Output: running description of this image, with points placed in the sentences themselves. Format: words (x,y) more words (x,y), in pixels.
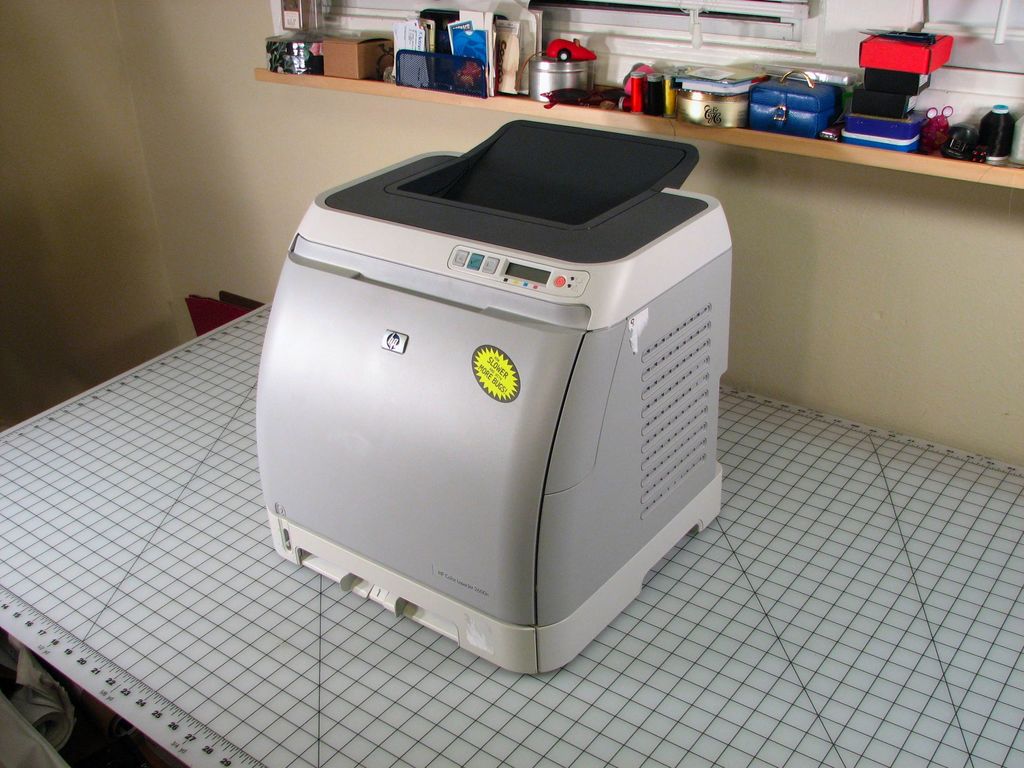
In the center of the image (470,511) we can see a device (477,295) placed on the table (785,629). In the foreground (95,692) we can see the numbers (120,684). In the background (937,154), we can see some objects (762,89) placed on rack (861,148) and windows (660,9).
